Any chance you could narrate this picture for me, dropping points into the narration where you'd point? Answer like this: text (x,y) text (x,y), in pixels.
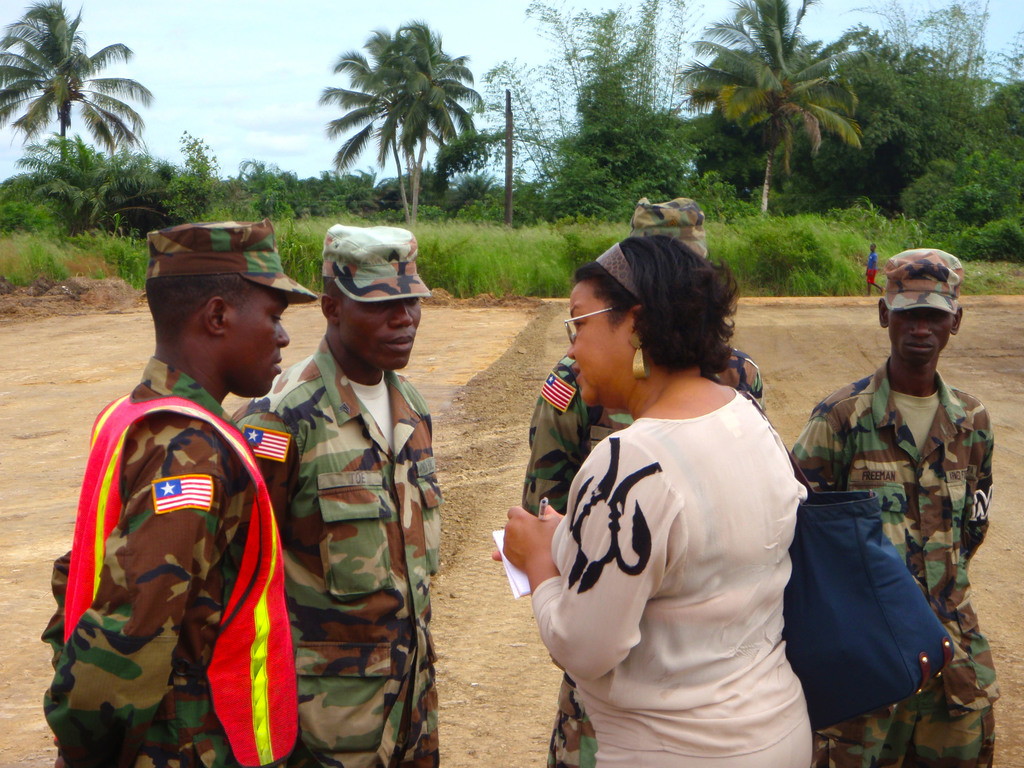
In-front of the image there are people (405,671). Among them one person (596,457) wore a bag (808,505), holding book (512,574) and pen (546,503). In the background (839,270) there are trees (514,202), plants (826,274), person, pole (508,183) and sky (225,116).
